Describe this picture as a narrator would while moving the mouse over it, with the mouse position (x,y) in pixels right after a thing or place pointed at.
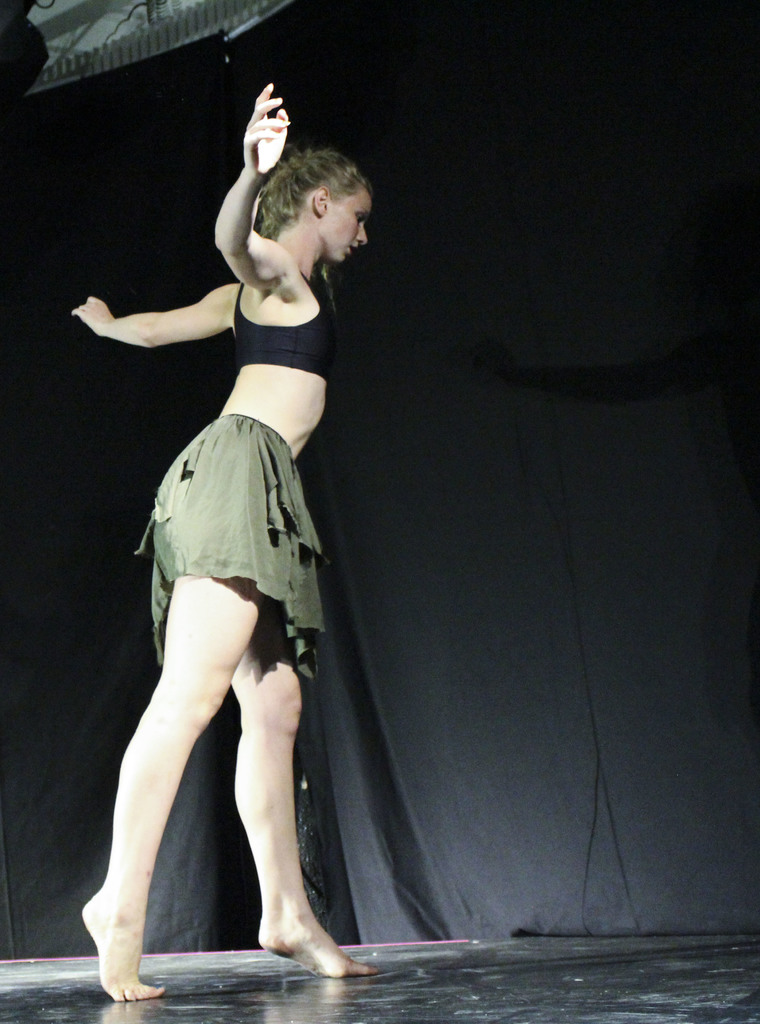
In this image, we can see a lady (245,544) standing on her toes (345,972). At the bottom (411,971), there is floor (439,997) and in the background (512,201), there is a black color curtain (533,406).
